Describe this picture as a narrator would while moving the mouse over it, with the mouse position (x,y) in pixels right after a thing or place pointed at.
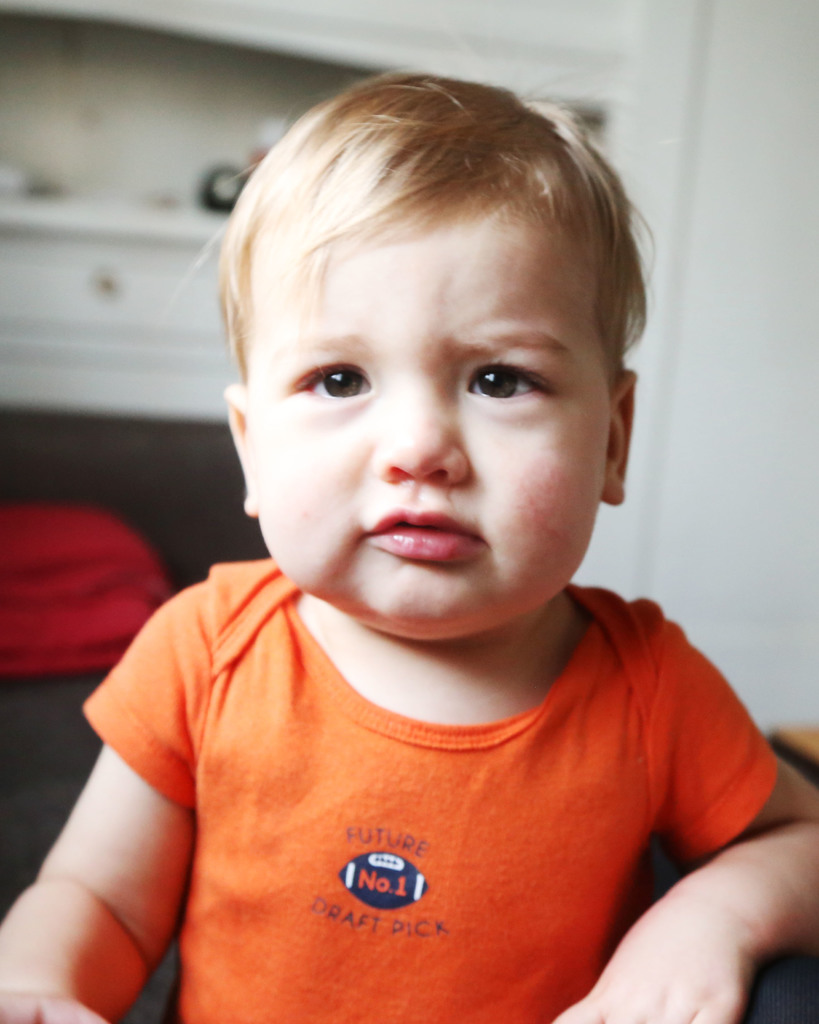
In this image we can see a kid (367,608). In the background (93,487) the image is blur but we can see objects (102,306).
